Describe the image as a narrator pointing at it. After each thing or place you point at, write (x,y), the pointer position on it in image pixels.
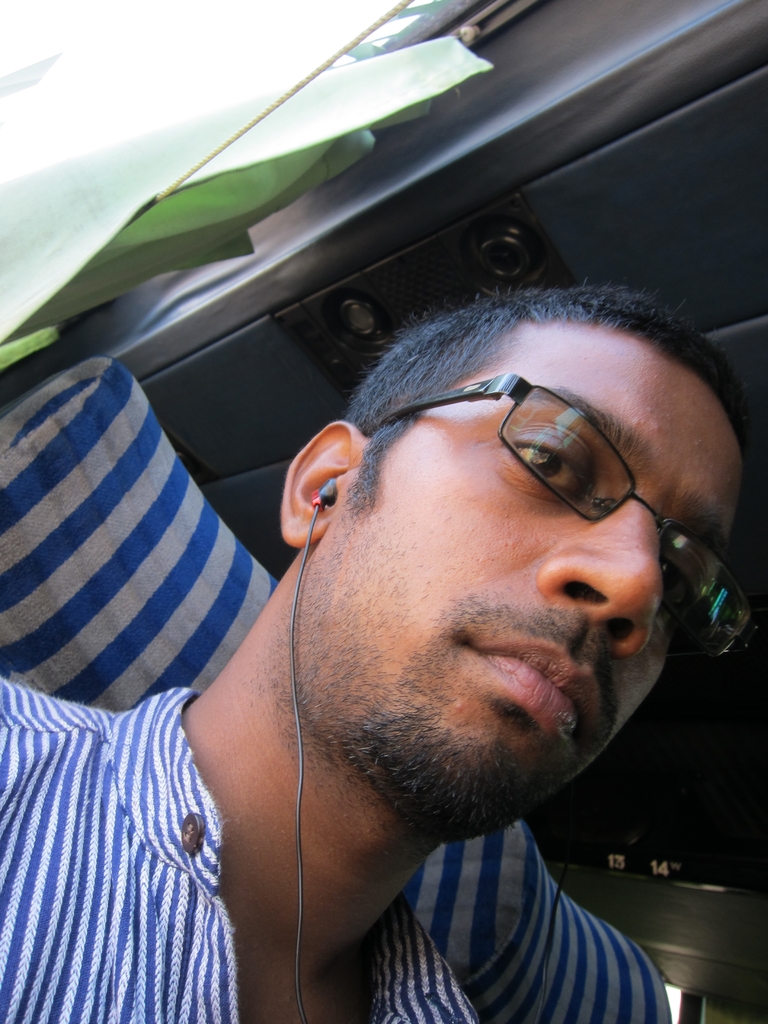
In this image I can see a man (246,714), I can see he is wearing blue and white t shirt (96,877), specs (557,395) and I can see earphone (315,501). I can also see green colour curtain (215,190) in background (156,225).
